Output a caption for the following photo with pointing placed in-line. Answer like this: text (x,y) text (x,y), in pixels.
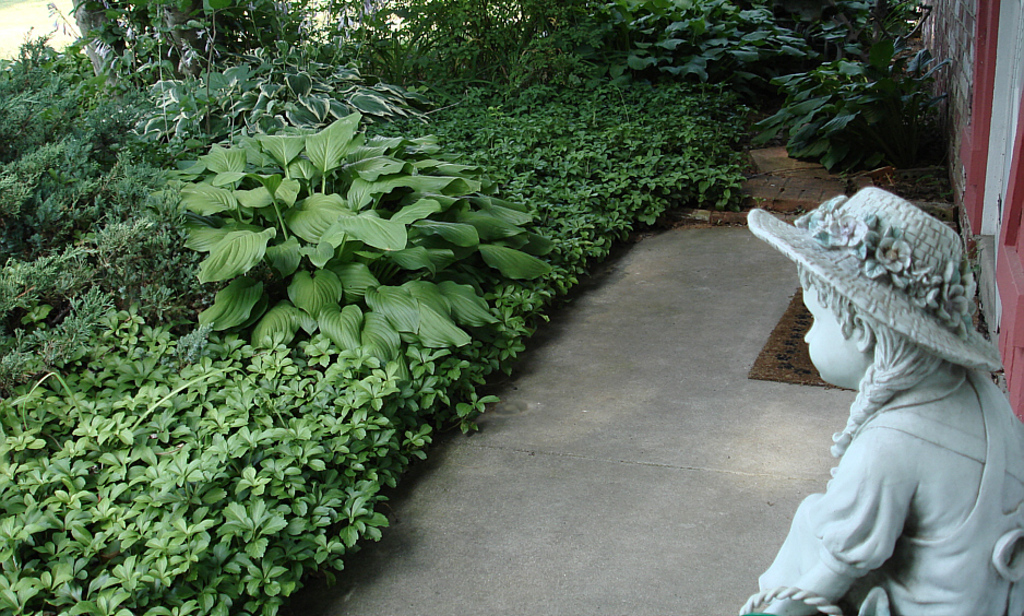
In this image there are plants (305,332), a statue (888,477) of a person (848,513), a floor mat (785,352) and the wall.
